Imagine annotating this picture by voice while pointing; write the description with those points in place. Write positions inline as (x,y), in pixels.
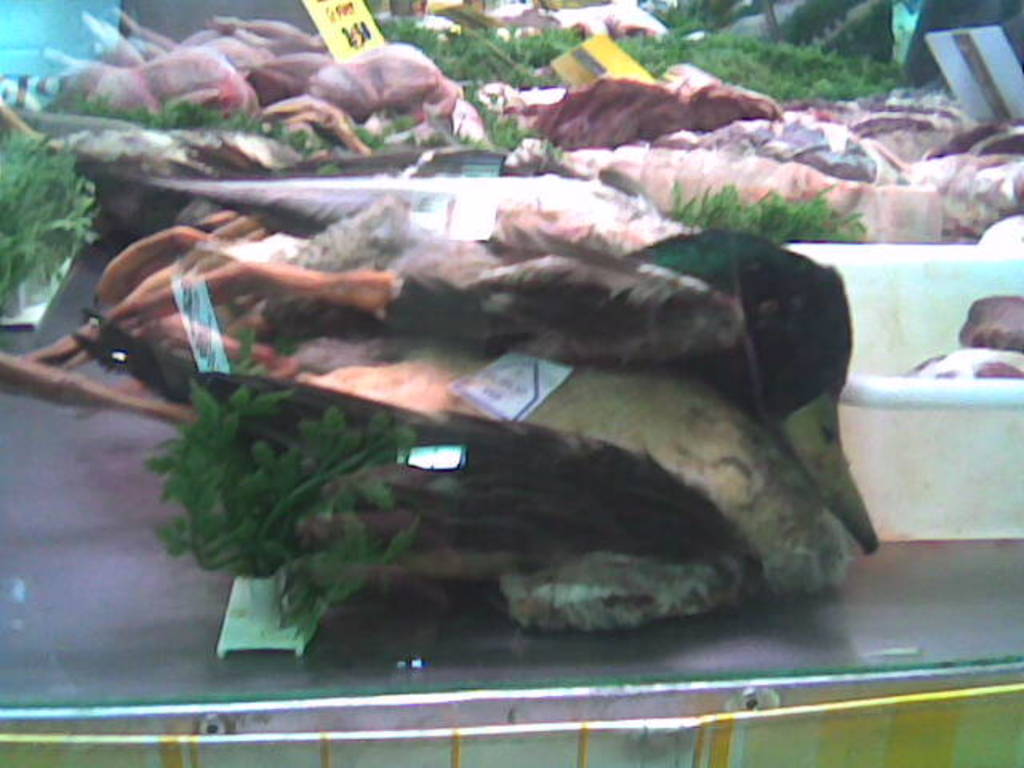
In this image there is meat (544,216) with price tags (413,201).
